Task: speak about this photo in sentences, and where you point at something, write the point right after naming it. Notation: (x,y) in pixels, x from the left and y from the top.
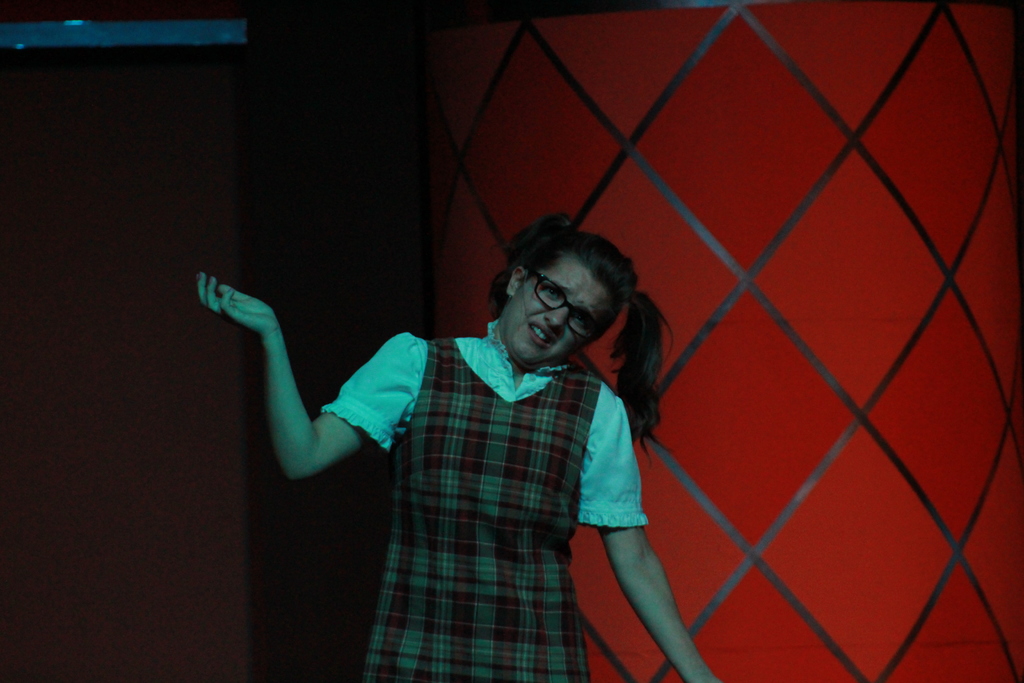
A woman (442,459) is standing wearing a white shirt (594,509). She is wearing spectacles (558,296).
